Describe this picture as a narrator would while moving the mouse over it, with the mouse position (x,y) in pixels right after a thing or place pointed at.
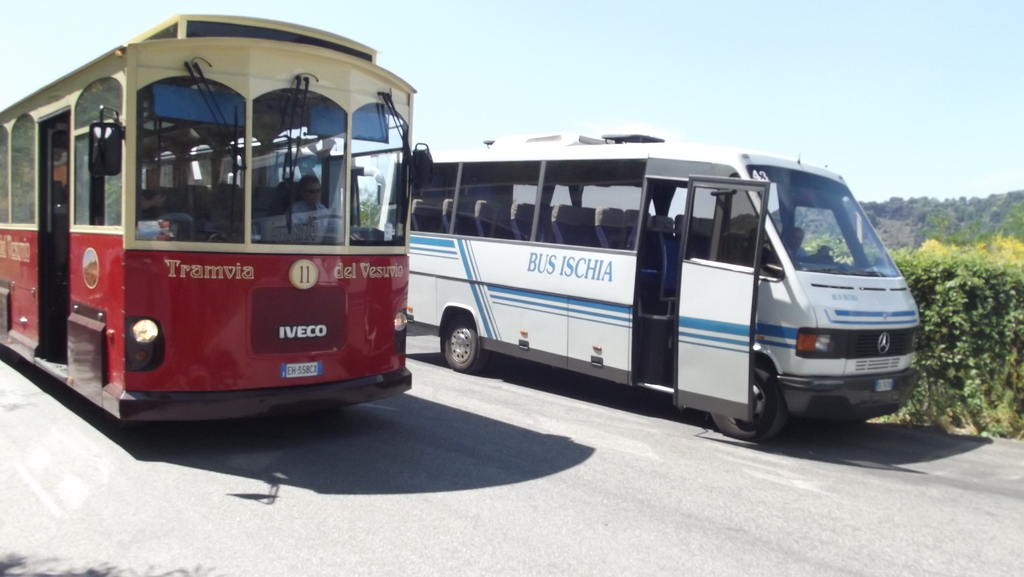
In this image I can see two vehicles (193,279) on the road (618,491). One is in red color and another one is in white color. In the background (987,309), I can see the trees (957,286). On the top of the image (748,65) I can see the sky (561,62). Here I can see few people (313,212) are sitting inside the vehicle (200,215).
